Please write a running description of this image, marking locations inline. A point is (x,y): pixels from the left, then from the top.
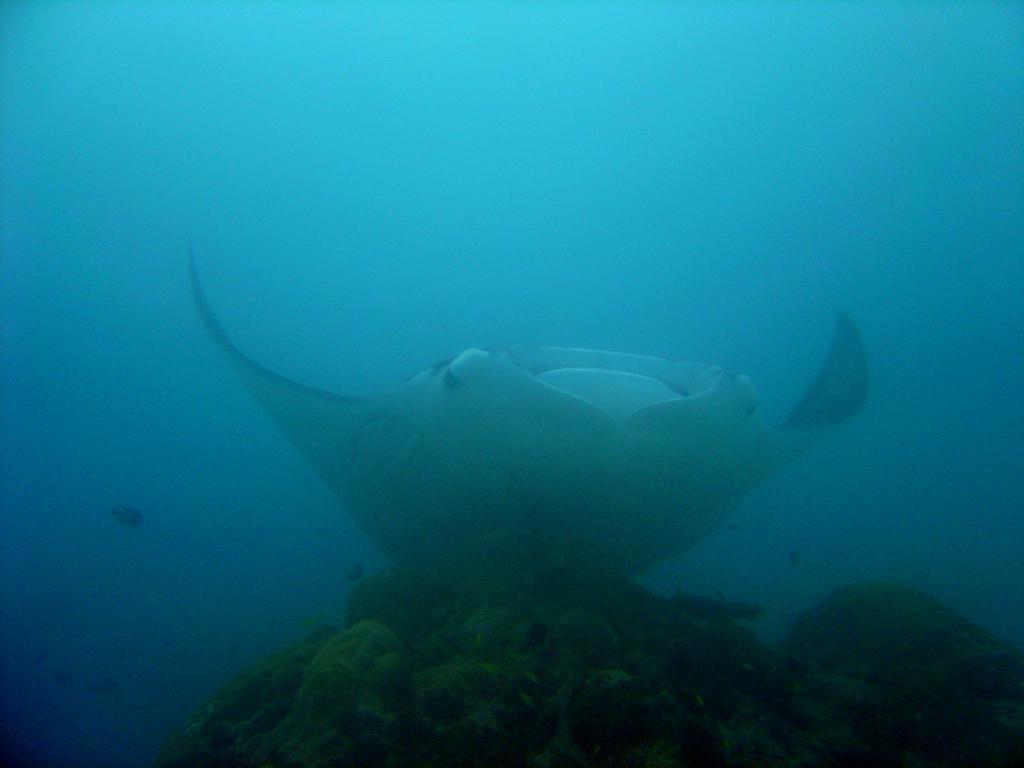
This image is taken in the sea (254,573). In the middle of the image (382,508) there is a fish (273,412) in the water (284,350). At the bottom of the image (412,629) there are a few coral reefs (712,655) in the sea (150,684).
